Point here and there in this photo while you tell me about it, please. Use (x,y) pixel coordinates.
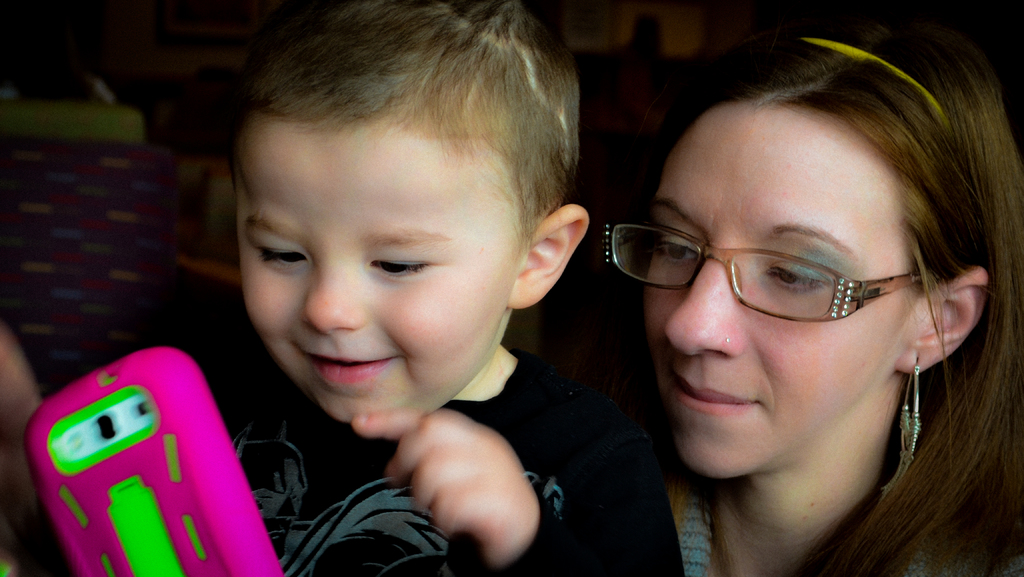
In front of the image there is a boy (356,305) holding some object (47,484). Beside him there is a person (803,408). Behind them there is another person (641,71) sitting. On the left side of the image (14,188) there are some objects (42,237). In the background of the image (672,31) there are photo frames (196,40) on the wall (102,12).
